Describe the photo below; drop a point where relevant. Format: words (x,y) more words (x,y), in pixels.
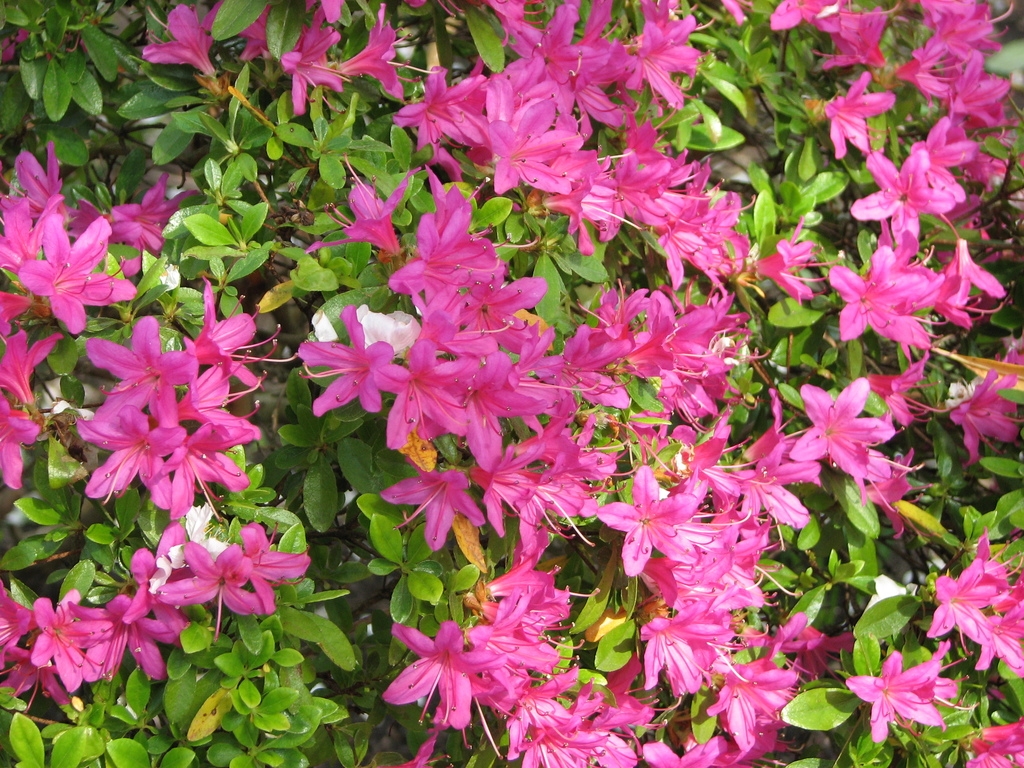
In this picture, we see plants (466,221) or trees (269,505). These plants (491,331) have flowers (693,502) and these flowers (689,619) are in pink color.
